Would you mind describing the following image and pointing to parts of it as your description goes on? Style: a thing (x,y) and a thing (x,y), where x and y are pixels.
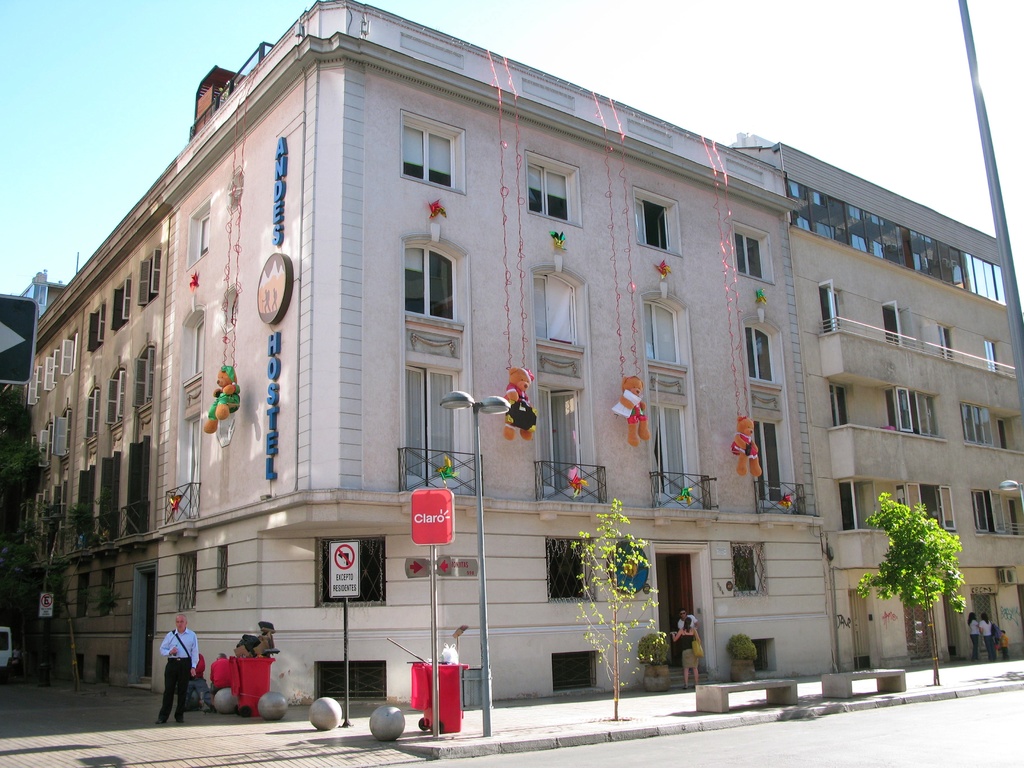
In this image in the center (502,296) there is a building (193,354) and at the bottom (179,680) there is a footpath (156,706), trees (933,605) and some persons (171,706) are walking. And also there are some poles (484,568), lights (487,406), boards (432,538) and some toys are hanging. At the top of the image (188,45) there is sky (26,114).
